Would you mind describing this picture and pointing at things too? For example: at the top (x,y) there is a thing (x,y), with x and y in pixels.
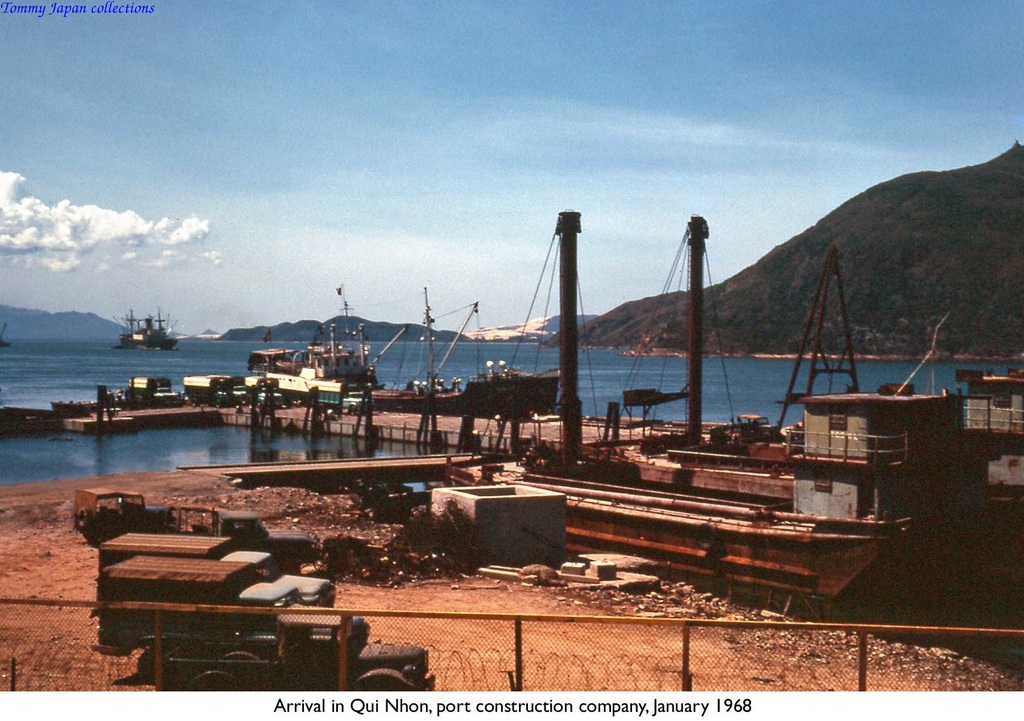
We can see fence (72,615), vehicles (333,615), object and stones (333,524). We can see boats (605,501) above the water (650,415). In the background (209,314) we can see hills (743,274), trees (902,304) and sky (773,246) with clouds (72,234). We can see some text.
